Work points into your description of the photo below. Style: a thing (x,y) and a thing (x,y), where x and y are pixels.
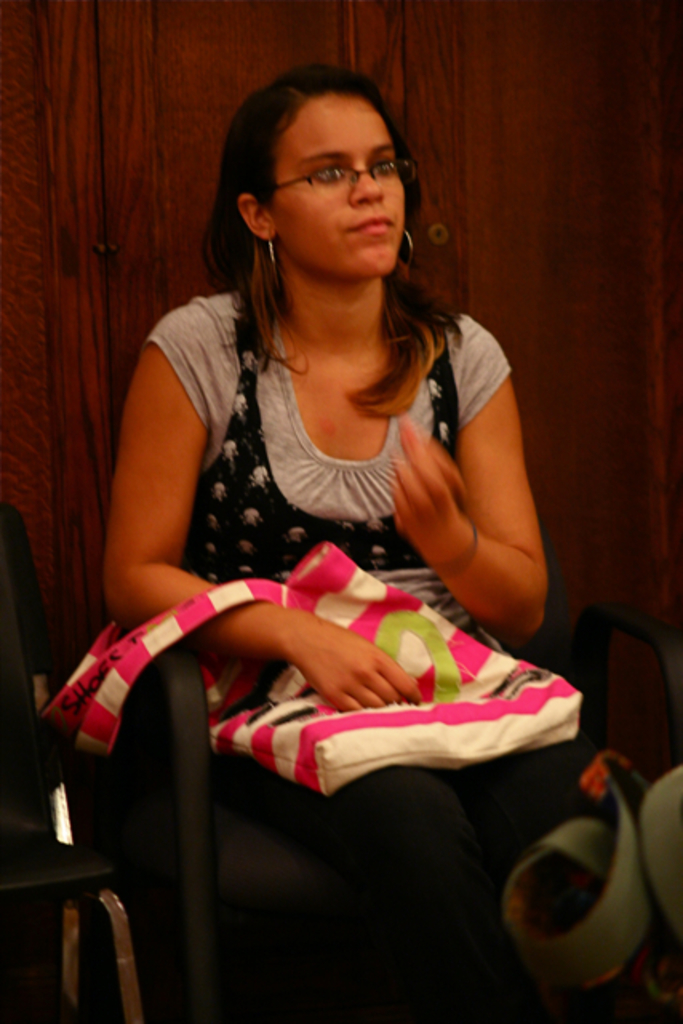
In this image a woman (301,645) is sitting on the chair (201,987). She is having a bag (262,731) on her lap (375,779). She is wearing spectacles (381,168). Left side (8,524) there is a chair (15,650). Right bottom there is a bag (572,944). Background (54,521) there is a wooden wall (574,401).
